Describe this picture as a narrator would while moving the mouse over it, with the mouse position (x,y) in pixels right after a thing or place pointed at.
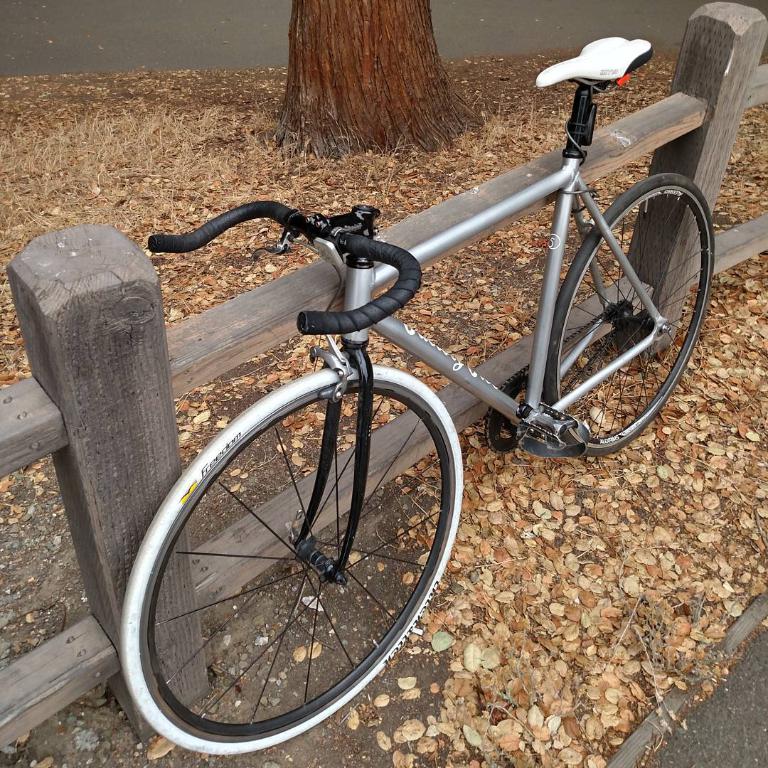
In this image, I can see a bicycle (447,472), which is parked. This is a wooden fence (456,399). I can see the dried leaves (530,507) lying on the ground (568,559). At the top of the image (344,124), I think this is a tree trunk (357,79).
